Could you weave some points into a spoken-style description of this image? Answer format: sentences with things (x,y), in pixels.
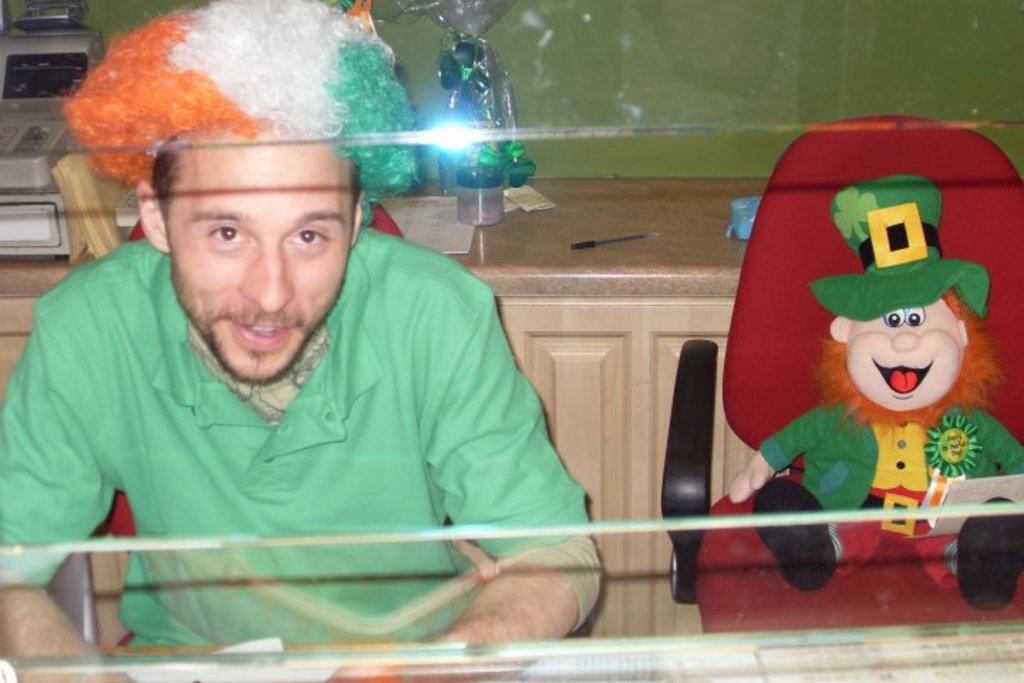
In this image we can see a person (227,481) wearing green color shirt (310,499) sitting on a chair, wearing wig (235,66) which is of multi color like orange, white and green on the right side of the image (847,317) there is a doll (818,380) which is on red color chair (762,355) and in the background of the image (496,146) there are some objects (7,58) on the desk (497,277).
